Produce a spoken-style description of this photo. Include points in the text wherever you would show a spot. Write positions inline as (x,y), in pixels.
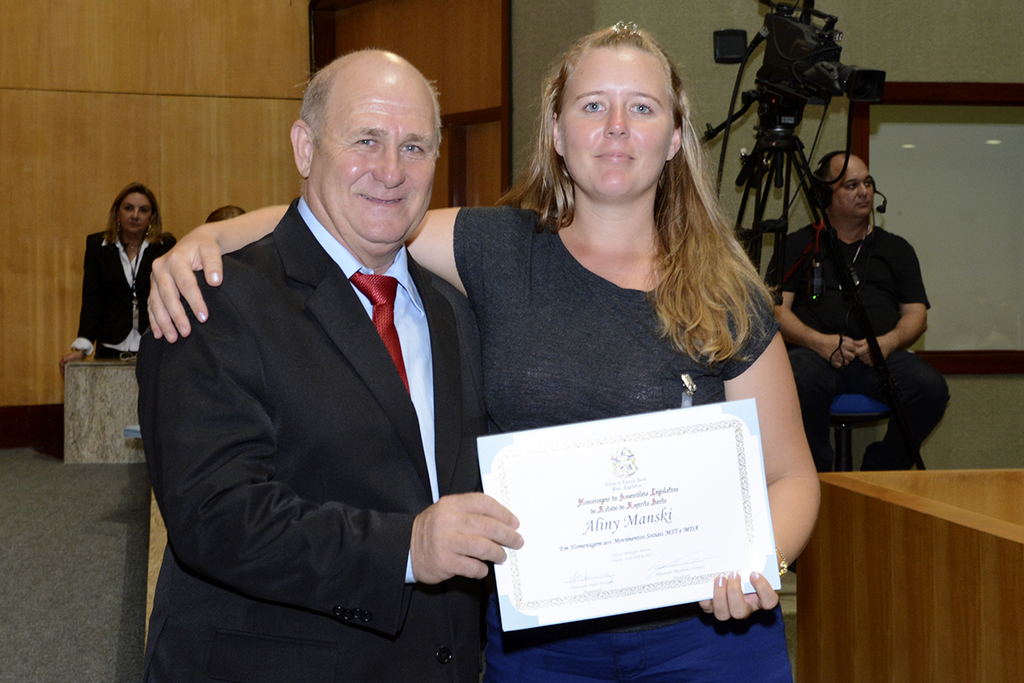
In this image I can see a woman (587,341) is holding the certificate (591,561) in her hand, she wore t-shirt (557,329), trouser (759,624). Beside her a man (360,358) is there, he wore tie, shirt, coat (333,385).
